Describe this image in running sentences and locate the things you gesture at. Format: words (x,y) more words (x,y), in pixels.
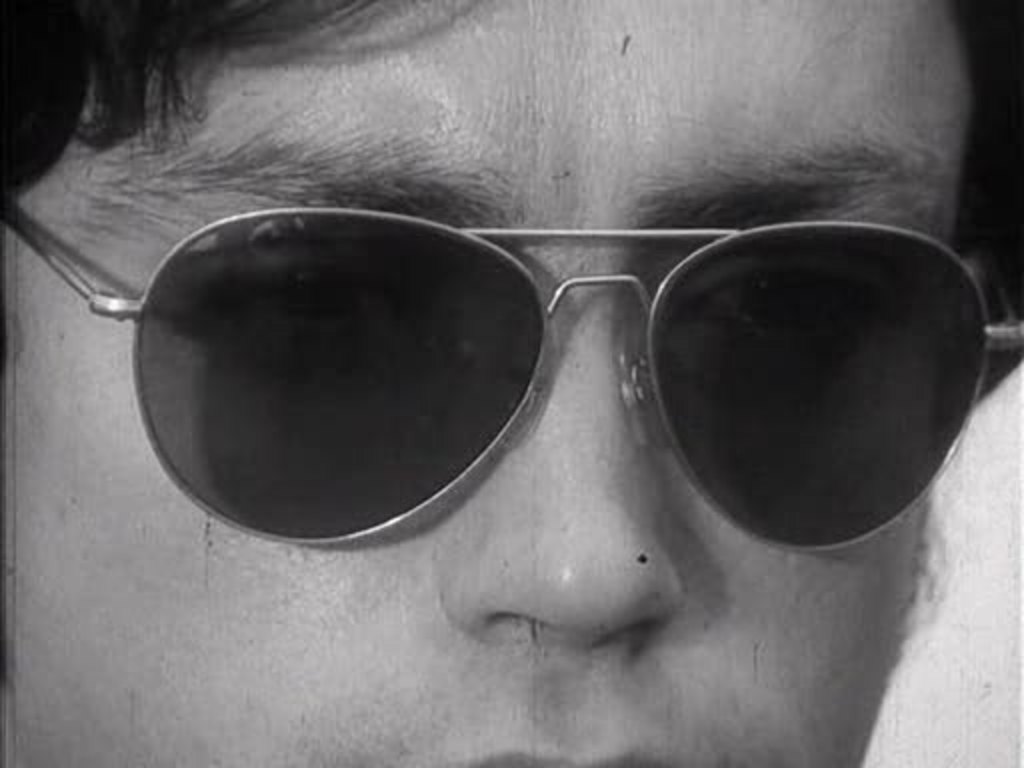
In this picture there is a close view of the boy (947,231) wearing black sunglasses (458,434).
